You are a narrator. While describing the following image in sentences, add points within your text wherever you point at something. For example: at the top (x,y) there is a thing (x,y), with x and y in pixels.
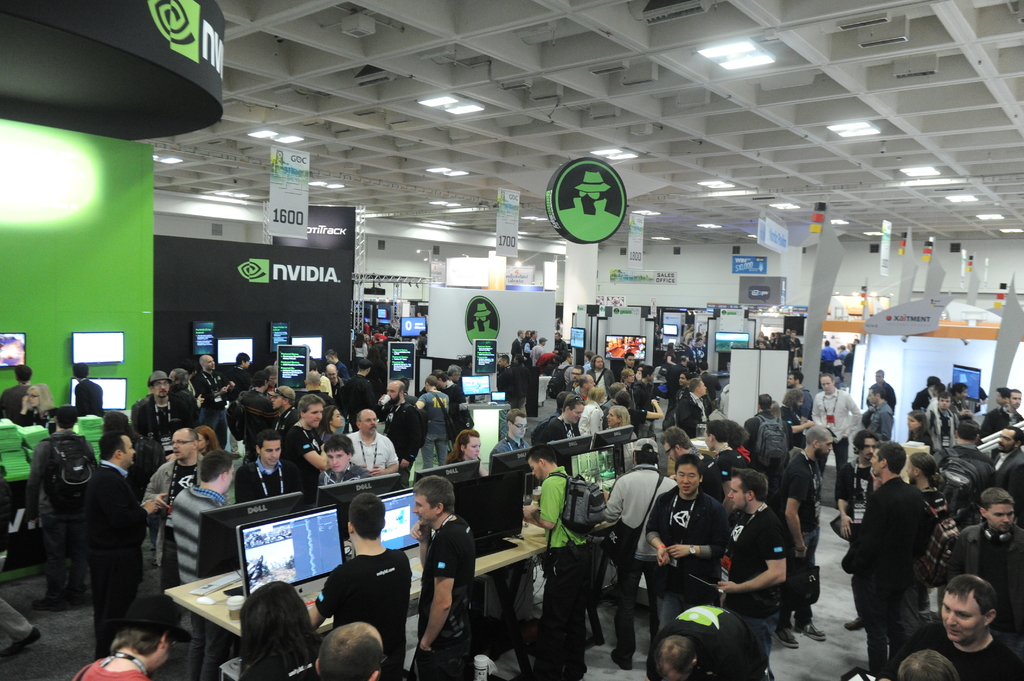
In this image we can see a group of persons (747,495). In front of the persons (261,490) we can see the monitors (491,512) on the tables (492,408) and the walls (591,344). On the walls (176,337) we can see the text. At the top (574,42) we can see the roof (273,62), lights (934,170) and posters (282,206).
